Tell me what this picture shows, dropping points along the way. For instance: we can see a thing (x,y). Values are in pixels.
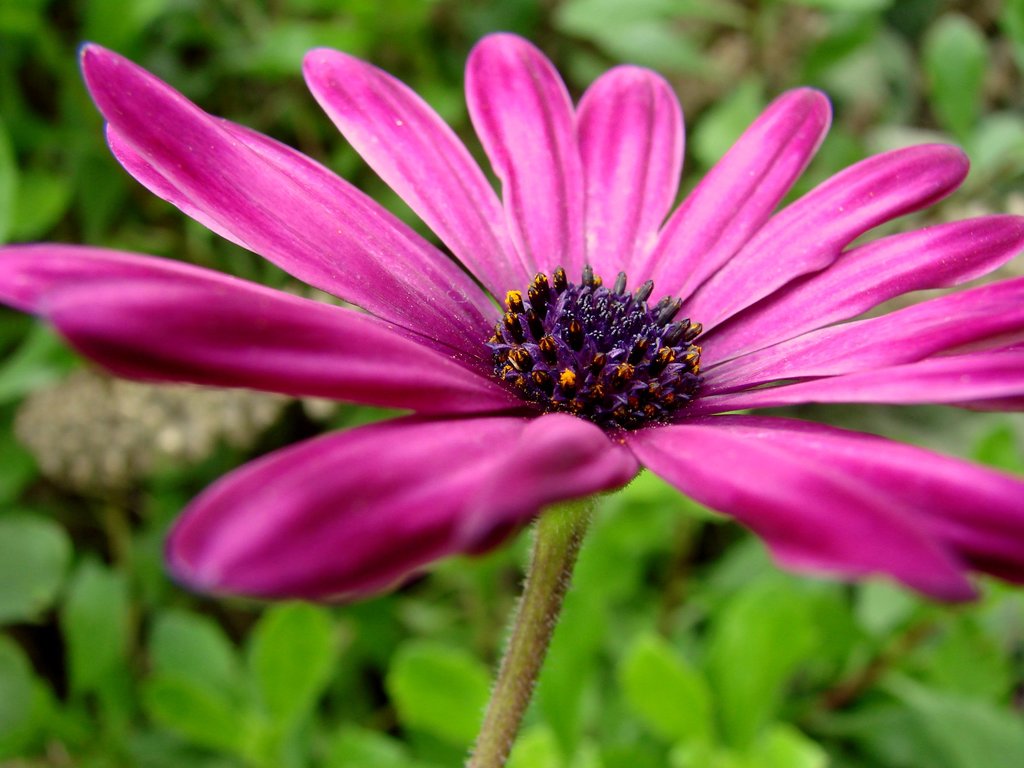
In this picture I can observe a pink color flower (579,440). There are purple color buds (581,346) on the flower (602,302). In the background (570,609) I can observe some plants (192,686) which are in green color.
